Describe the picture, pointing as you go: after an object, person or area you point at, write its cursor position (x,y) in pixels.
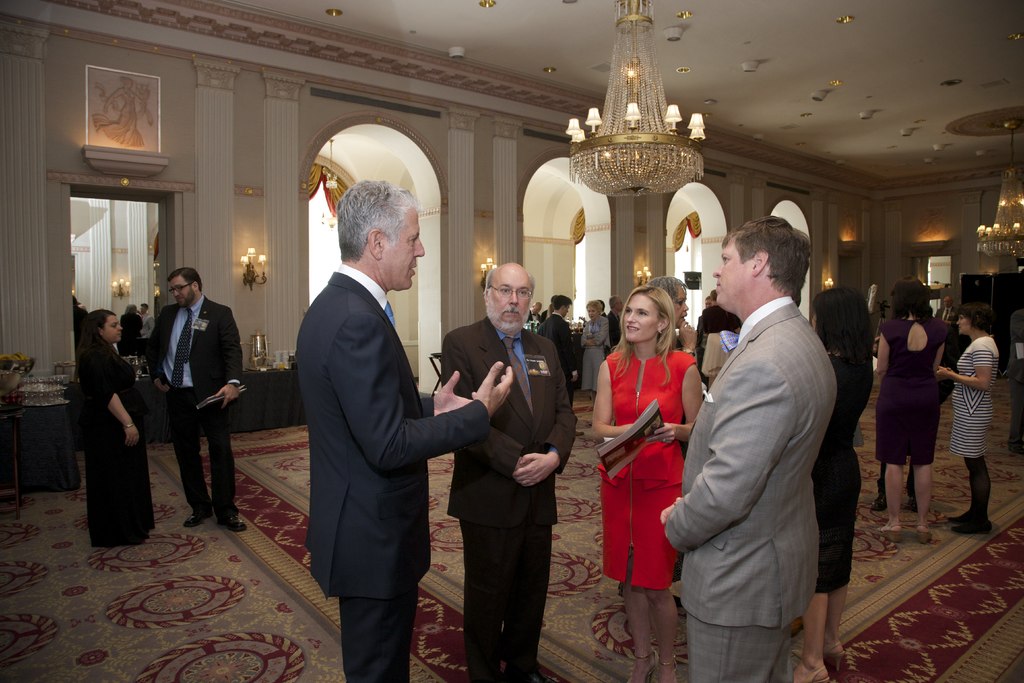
In the image there are many men (748,460) suits (719,633) and few women (622,489) standing on the carpet floor (248,558), there is a chandelier (624,101) to the ceiling (669,30), in the back (264,270) there are lights (260,257) on to the wall (822,236).
